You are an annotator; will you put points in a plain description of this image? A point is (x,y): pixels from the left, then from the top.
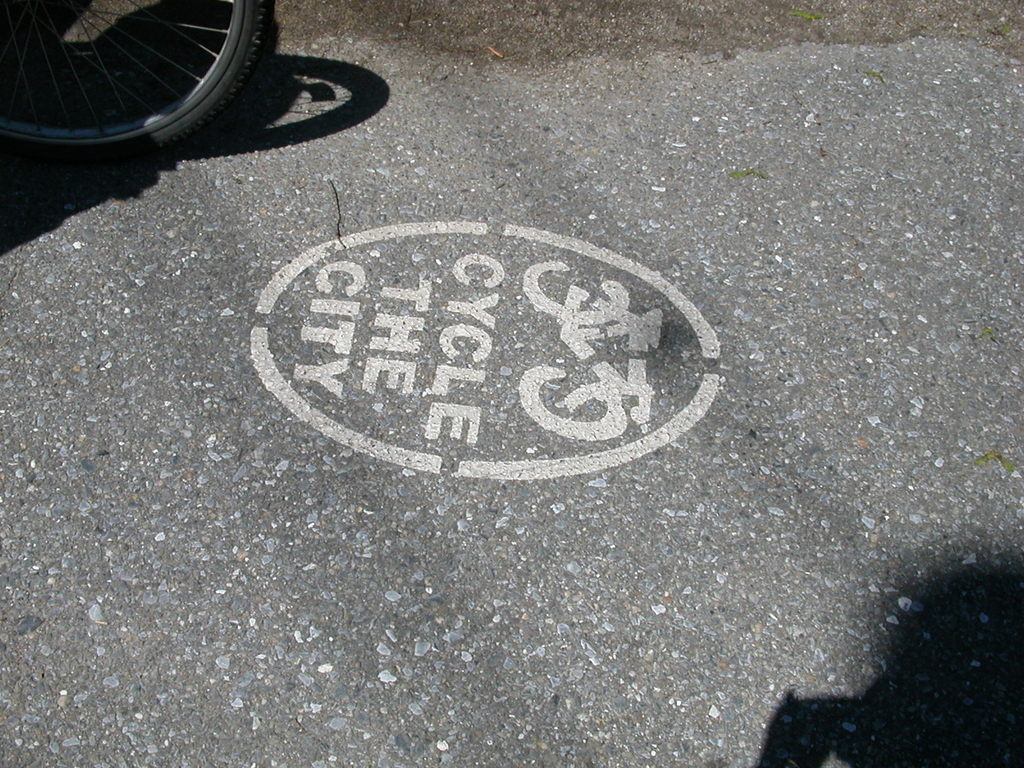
In this picture there is a wheel (127,47) in the top left side of the image (73,66) and there is ''cycle the city'' written on the floor (382,271).
